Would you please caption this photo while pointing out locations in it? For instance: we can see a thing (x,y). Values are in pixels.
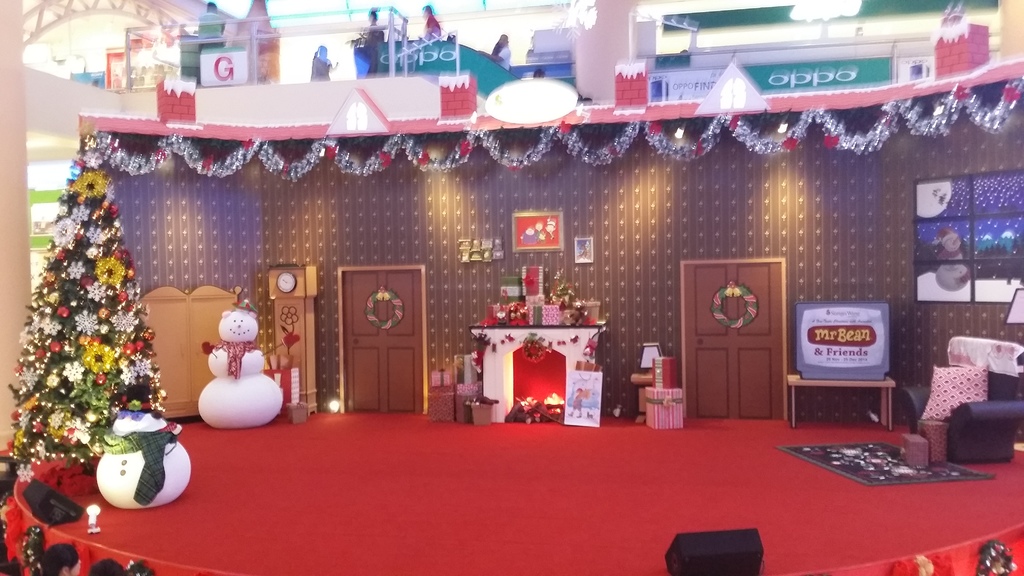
In the image we can see there is a stage (985,490) on which a decorated christmas tree (78,427) is kept and there are two snowmans dolls (255,338). There is tv (868,318) on the table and there is a red carpet (543,486) on the floor (398,496). There are two doors (712,322) and there are photo frames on the wall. On the top (433,73) it's written "OPPO".
